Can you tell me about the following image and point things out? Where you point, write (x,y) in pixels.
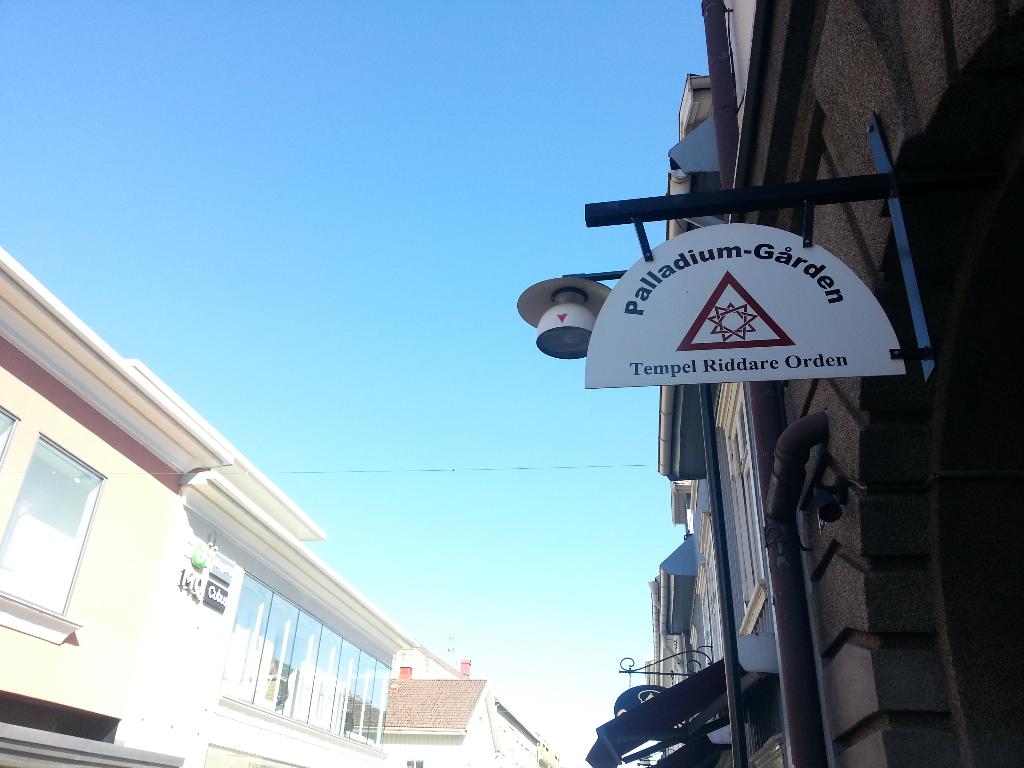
In this picture we can see name boards (226,595), buildings (695,403) with windows (280,651), some objects (580,313) and in the background (399,312) we can see the sky (319,329).
